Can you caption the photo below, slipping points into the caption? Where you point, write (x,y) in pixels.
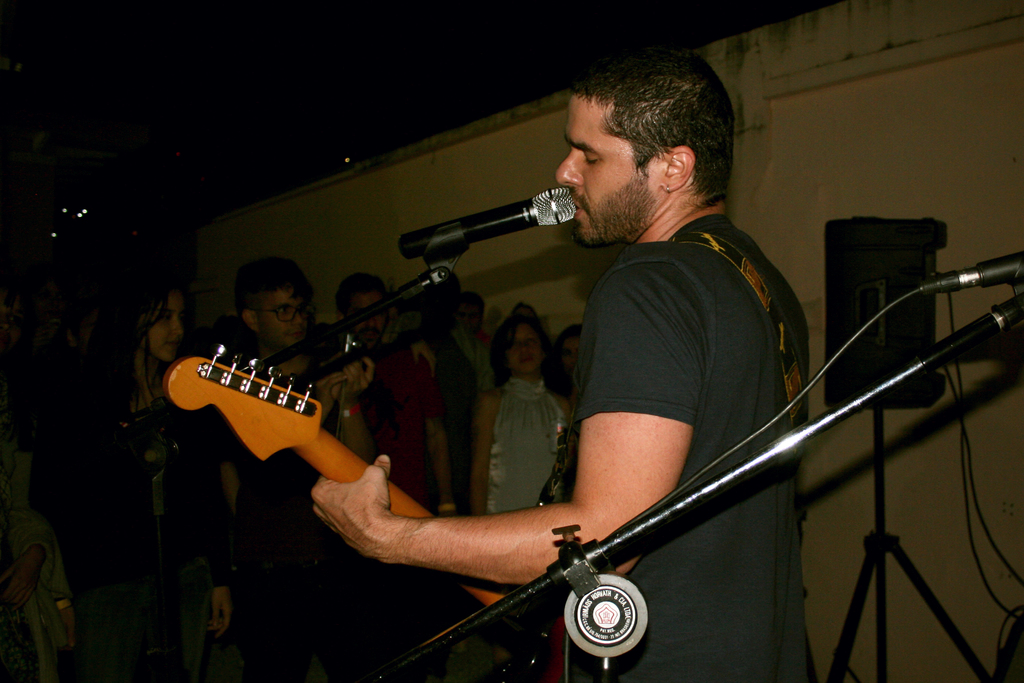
In this image I can see a man (672,364) wearing t-shirt (658,344), playing the guitar (488,598) and it seems like he is also singing the song. In the background (492,355) there are few people (456,381) standing and looking at this person (683,329). On the right side (759,140) there is a wall (895,94) and also there is a speaker (865,278).
